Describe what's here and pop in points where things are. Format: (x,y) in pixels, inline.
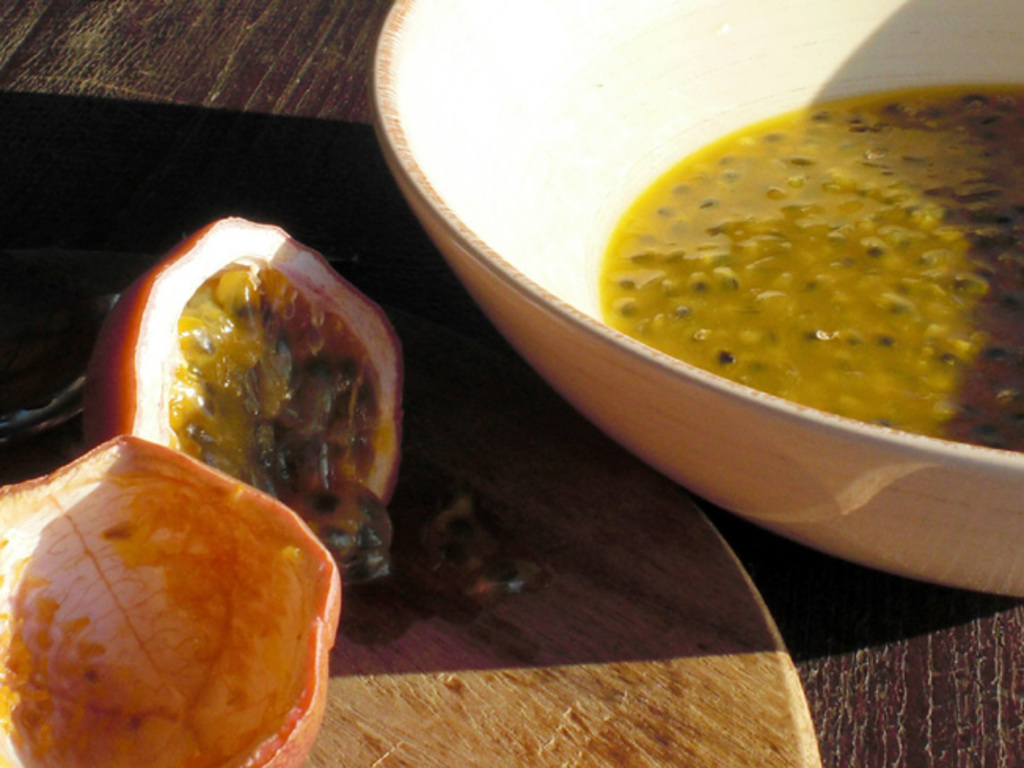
In this picture there is a bowl (489,18) in the top right side of the image (785,125), which contains food item (950,185) in it and there is another food item (348,549) in the bottom left side of the image (254,579), which are placed on a table (387,238).
